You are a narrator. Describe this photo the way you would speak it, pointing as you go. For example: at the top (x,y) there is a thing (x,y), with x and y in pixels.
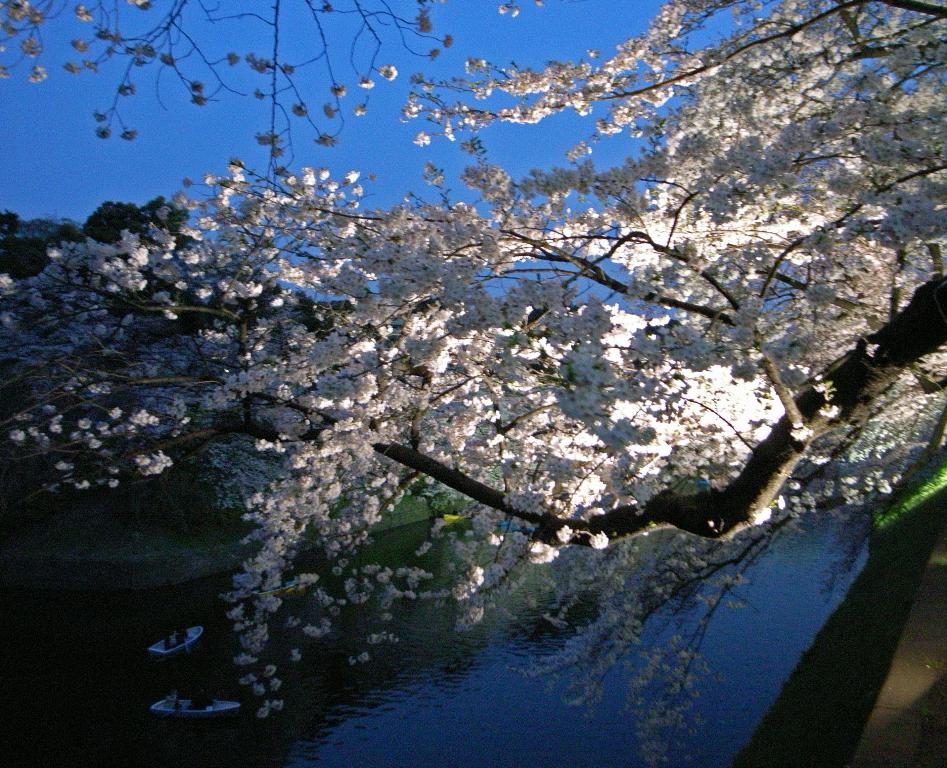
This picture is taken from outside of the city. In this image, we can see trees (539,285) with plants (662,272). In the background (307,156), we can see the sky (338,62), which is in blue color. In the right corner (863,712), we can also see black color.
